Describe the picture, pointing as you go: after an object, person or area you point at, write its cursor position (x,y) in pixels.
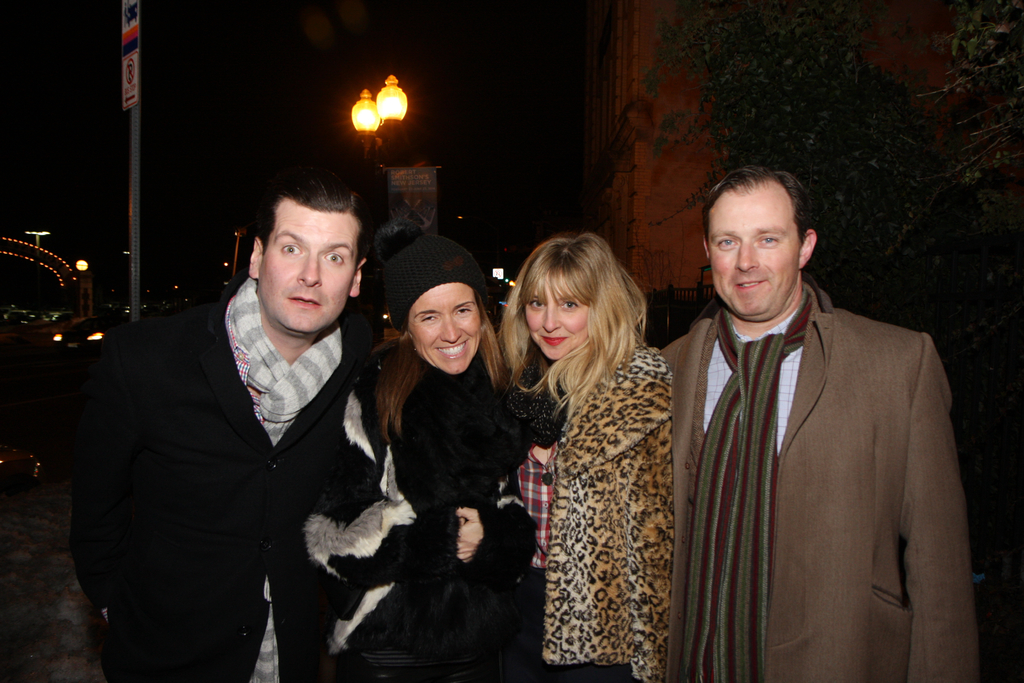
In this image in the center (681,383) there are four persons (667,383) who are standing, and in the background (596,142) there are some buildings (638,184). In the center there is wall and some lights (363,126), on the right side (827,154) there is a building (636,88) and trees (773,106). On the left side (134,287) there is one pole (128,60) and board (137,42) and some lights (65,262).
